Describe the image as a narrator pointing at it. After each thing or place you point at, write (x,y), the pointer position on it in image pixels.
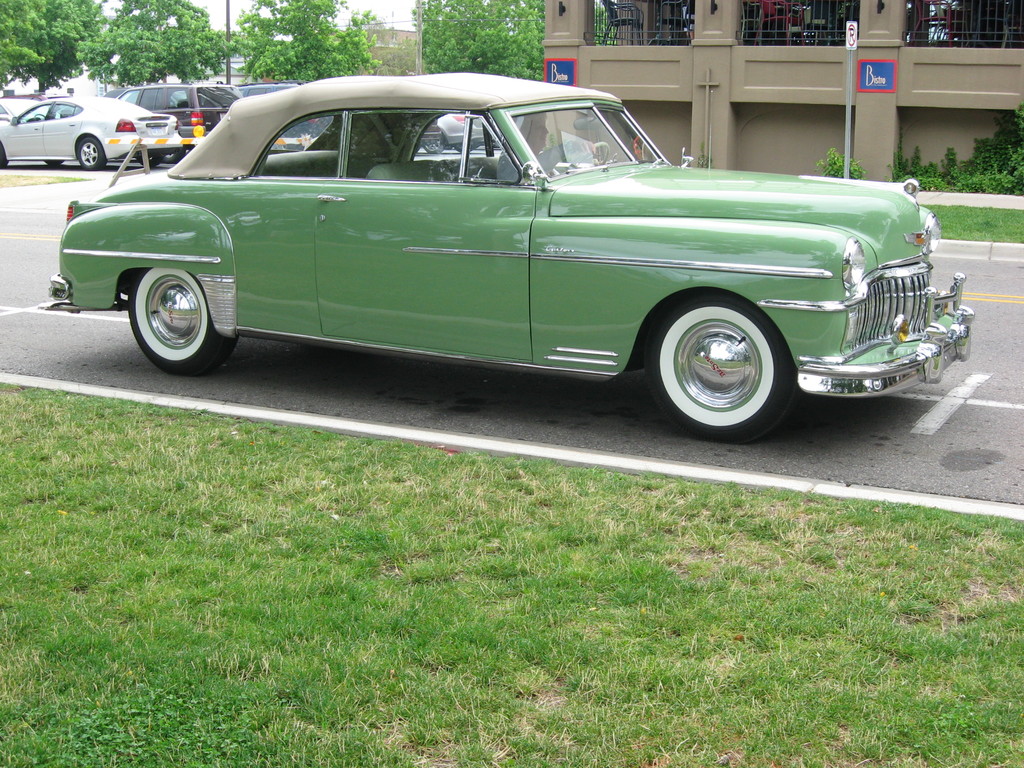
In the picture there are few cars (233,131) parked beside the road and there are few trees (497,6) around the cars (627,135), behind the first car (611,145) there is a building (806,126).
